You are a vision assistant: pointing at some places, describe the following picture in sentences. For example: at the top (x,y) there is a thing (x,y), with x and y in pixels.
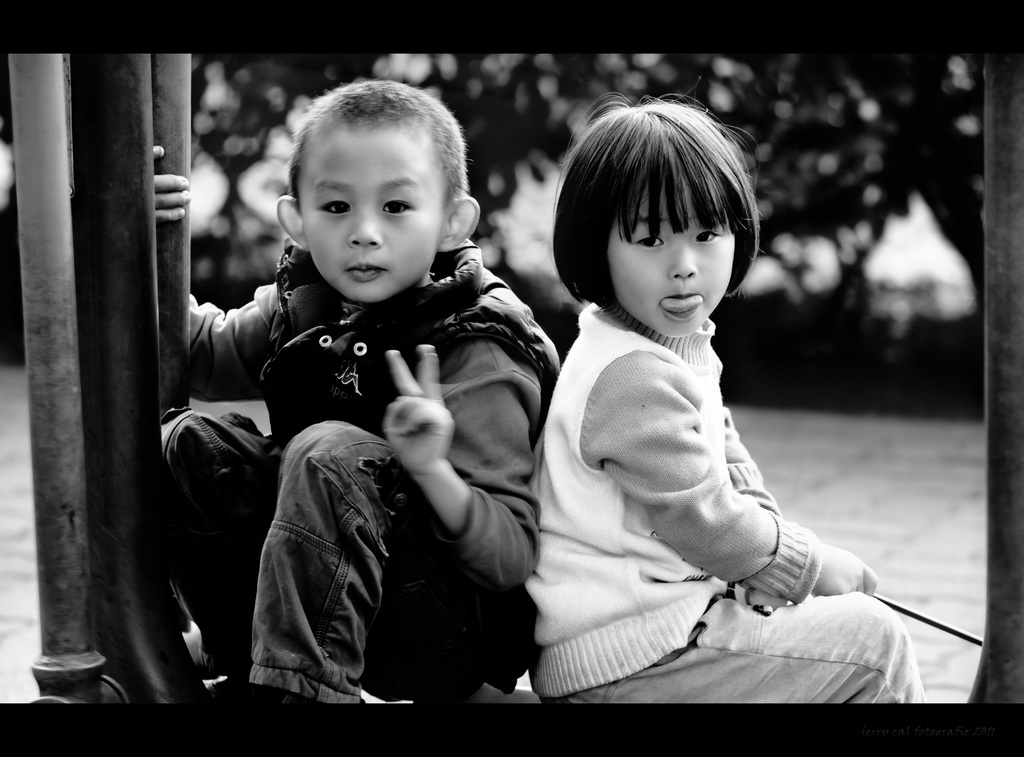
In this image I see a boy (435,444) and a girl (650,217) over here and I see that this boy (374,329) is holding a rod (176,264) and this girl (618,362) is holding a thing (908,614) in her hand (853,553) and I see 2 more rods (146,313) over here and it is blurred in the background (957,303) and I see that this is a black and white image.
